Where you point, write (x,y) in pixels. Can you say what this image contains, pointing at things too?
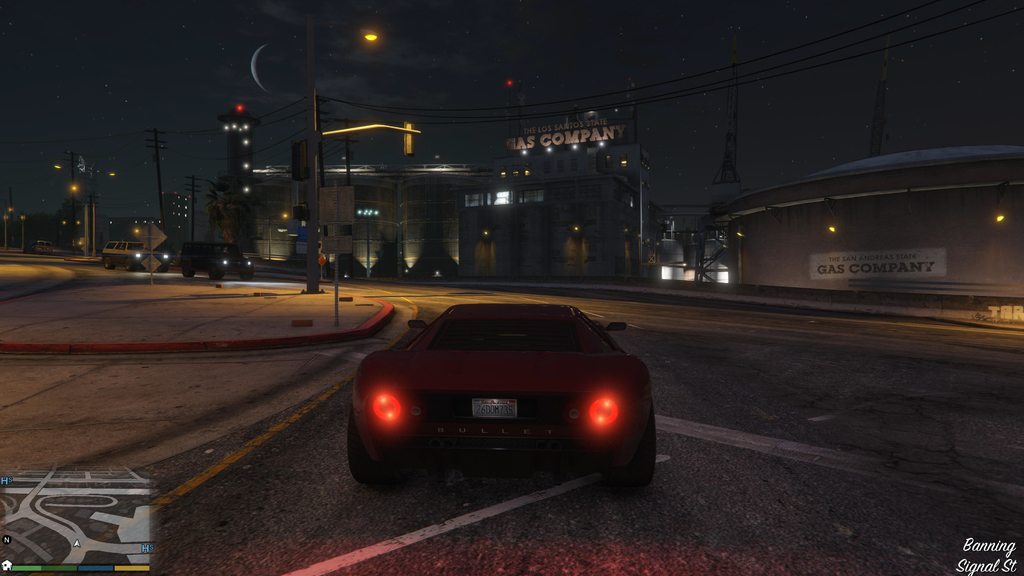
In the center of the image (445,363), we can see a car (580,414) on the road (568,515) and in the background (336,200), there are poles (315,182) along with wires (276,146), buildings (620,209) and some vehicles (220,256) on the road (59,254).
